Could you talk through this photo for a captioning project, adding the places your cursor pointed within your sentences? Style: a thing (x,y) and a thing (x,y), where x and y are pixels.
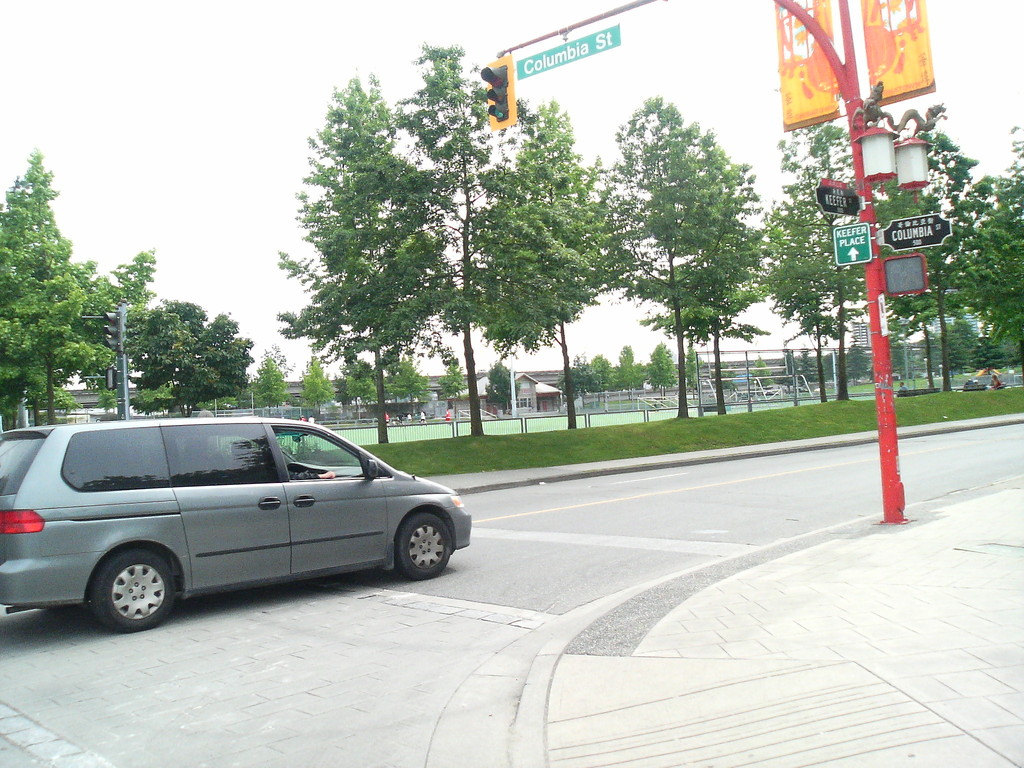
In this image we can see a person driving a car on the road (551,597). We can also see the sign boards (845,251), a traffic light (494,82), a street pole (861,165), a banner (786,71), a group of trees (962,226), a fence (556,425), some buildings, grass (631,435) and the sky (644,308) which looks cloudy.
